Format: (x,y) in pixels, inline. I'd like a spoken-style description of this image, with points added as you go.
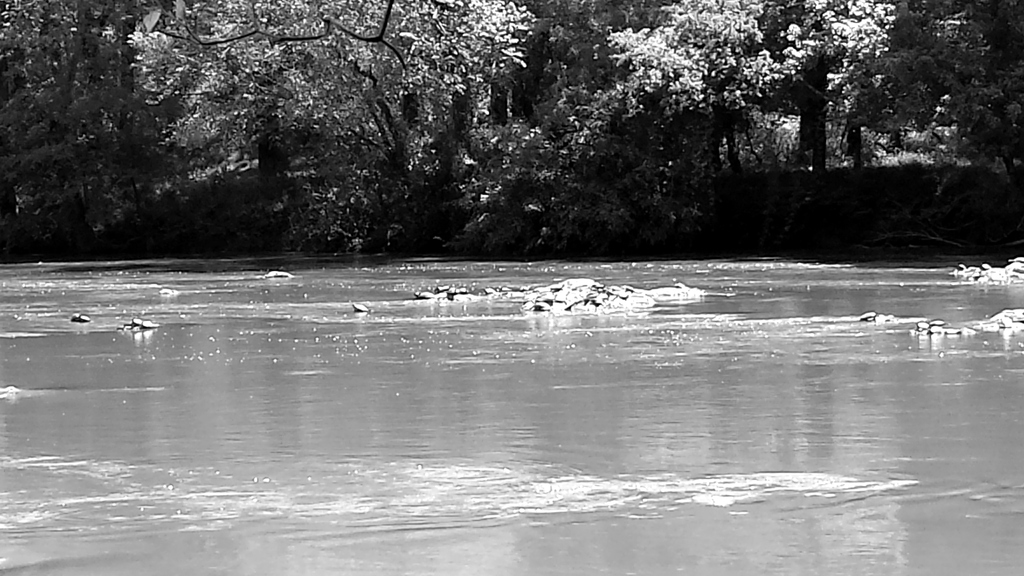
This is black and white picture, we can see water (707,415) and trees (388,81).
